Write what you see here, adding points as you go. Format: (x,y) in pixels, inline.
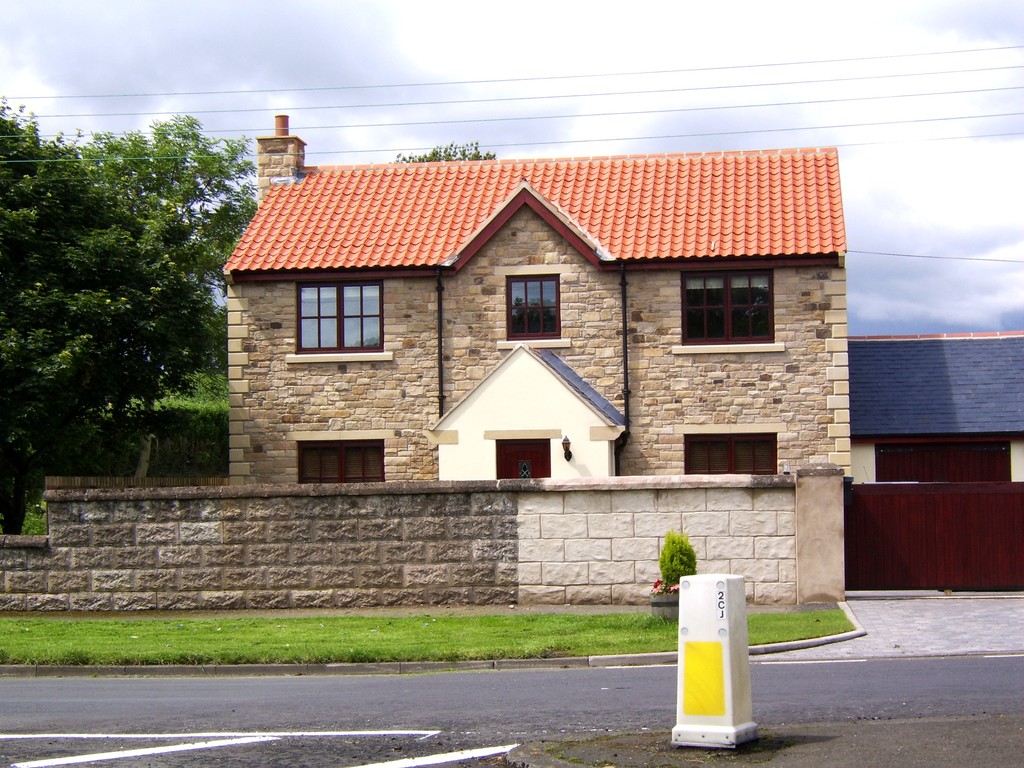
In this image I can see the house (417,435) and I can see the roof (436,217) is in orange color. To the right (914,559) I can see the dark brown color gate (904,543) and the compound wall (311,558). To the left (141,297) I can see many trees (125,392). In-front of the house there is a road (471,698). In the back (360,75) there are clouds (497,83) and the sky (678,44).
